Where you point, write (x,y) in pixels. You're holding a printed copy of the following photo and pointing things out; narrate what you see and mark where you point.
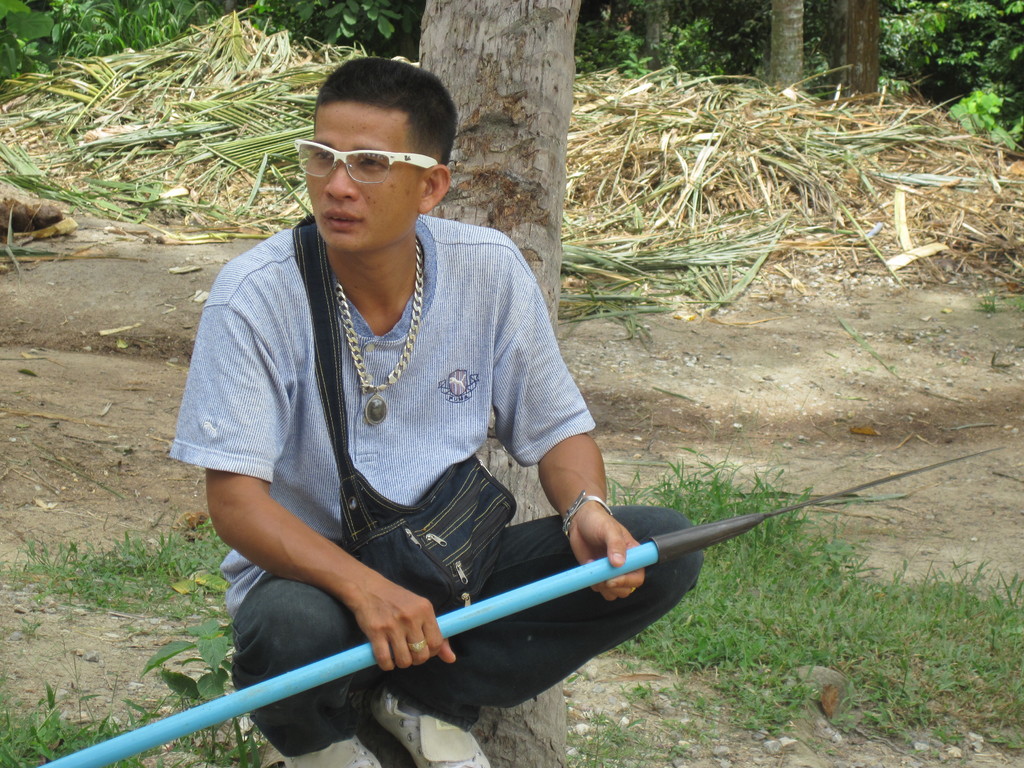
In this picture there is a man (399,255) who is wearing spectacle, locket (364,382), t-shirt (438,388), bracelet (584,501), trouser (551,538), shoes (424,767) and bag (364,537). He is holding a rod (607,564). He is squatting on the ground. In the back (684,270) I can see the grass (767,574), wastage (962,150), trees (995,41) and plants (982,66).
